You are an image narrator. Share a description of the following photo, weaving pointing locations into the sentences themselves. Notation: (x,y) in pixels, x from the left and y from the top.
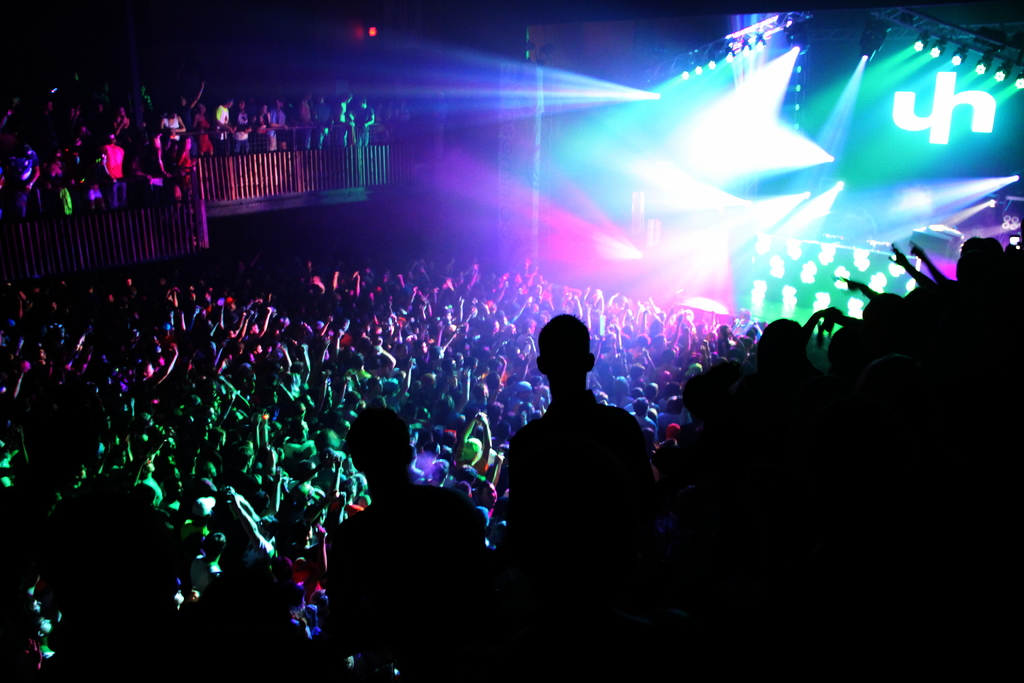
There are people (560,395) in the foreground area of the image (600,415), there are spotlights (721,172), it seems like a stage (825,242) and people (328,388) in the background (668,115).
